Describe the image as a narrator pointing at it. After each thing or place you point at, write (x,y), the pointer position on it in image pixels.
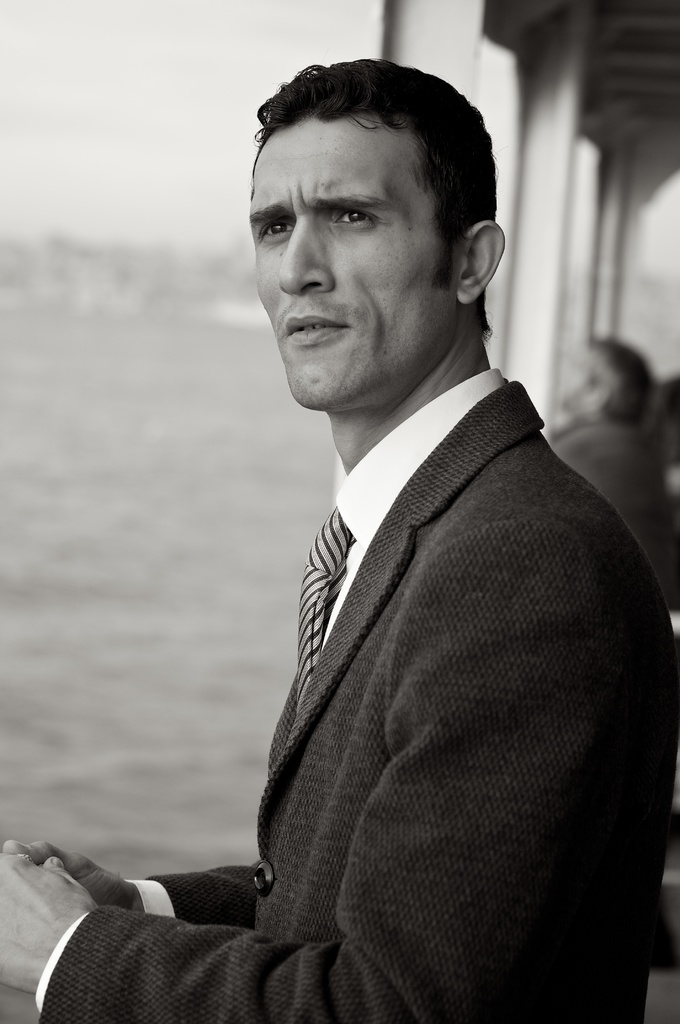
In this image in the foreground (171,910) there is one person (382,462), and in the background (597,432) there is another person (589,377) and some poles (426,63) and there is a river (197,525).
